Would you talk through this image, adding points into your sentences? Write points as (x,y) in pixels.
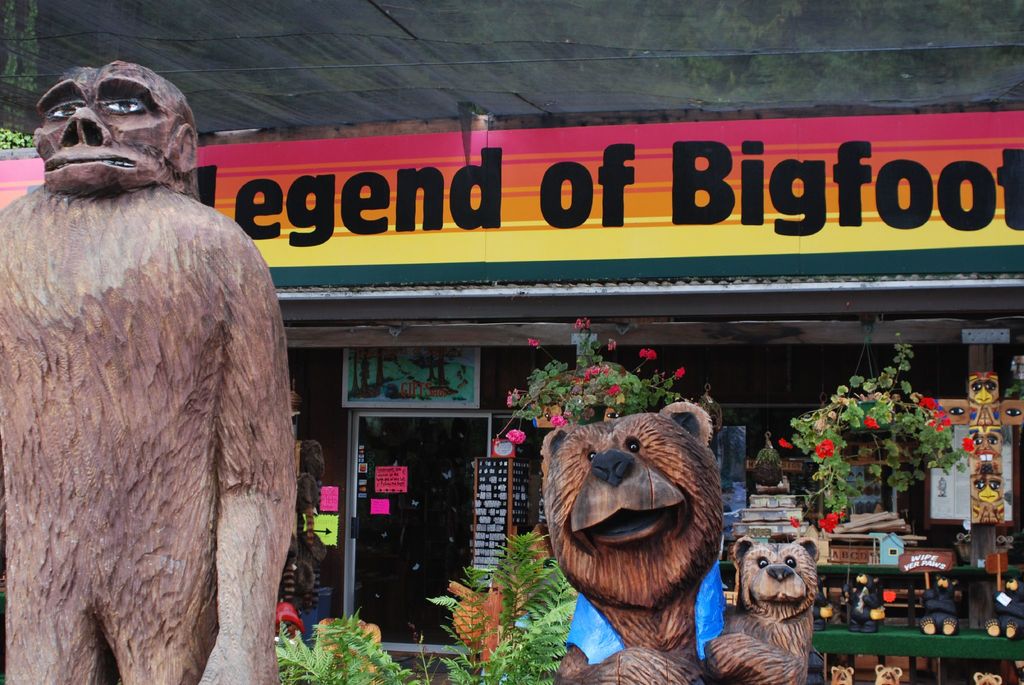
In this picture we can see a place (482,246) in front of which there are wooden sculptures (245,442) of animals (595,642). In the background (573,415), we can see green leaves (483,589), flower pots (820,412), tables (869,570), toys (1015,586), a door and a board (678,171) on the top (603,164).
